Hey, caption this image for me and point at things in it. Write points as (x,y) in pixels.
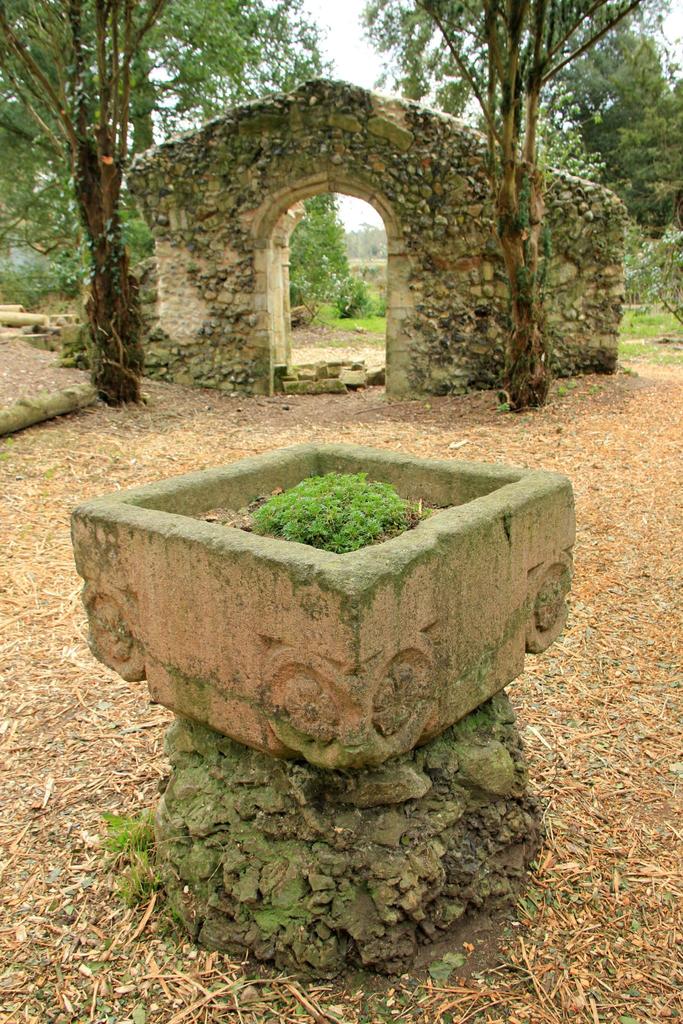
In this picture, it seems to be there is a cement tub (246,584) in the center of the image (240,611) and there is an arch (399,111) and trees (257,32) in the background area of the image (309,187).
